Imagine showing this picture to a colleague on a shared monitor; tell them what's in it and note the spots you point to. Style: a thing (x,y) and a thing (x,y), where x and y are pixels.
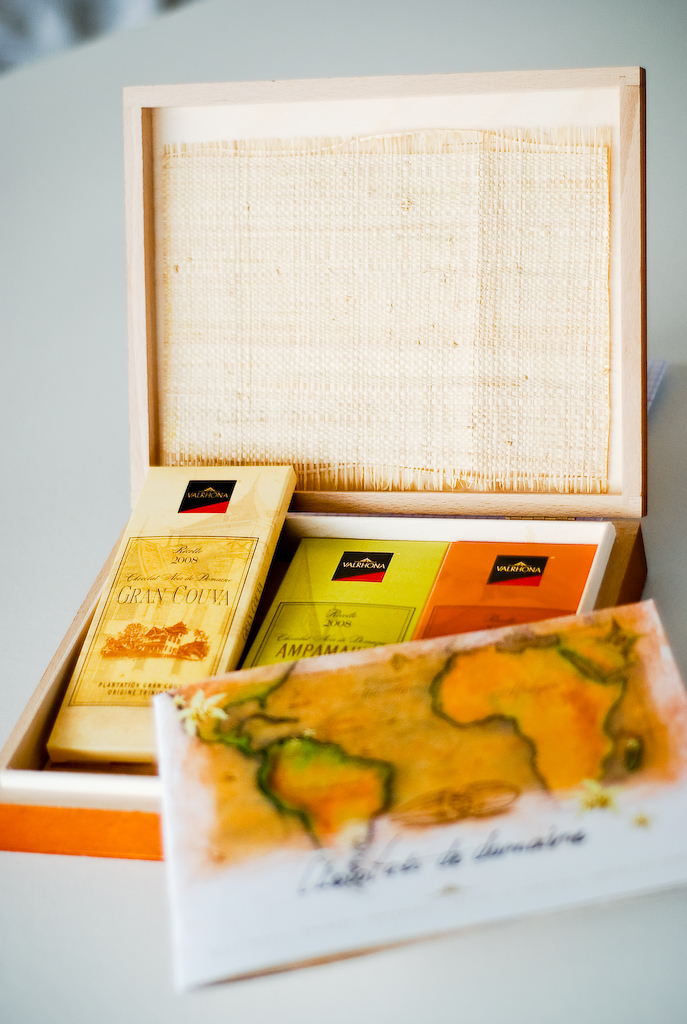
In this image, we can see some objects (242,643) in the box (71,638) and there is a paper (419,832) with some text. At the bottom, there is a table (64,381).
